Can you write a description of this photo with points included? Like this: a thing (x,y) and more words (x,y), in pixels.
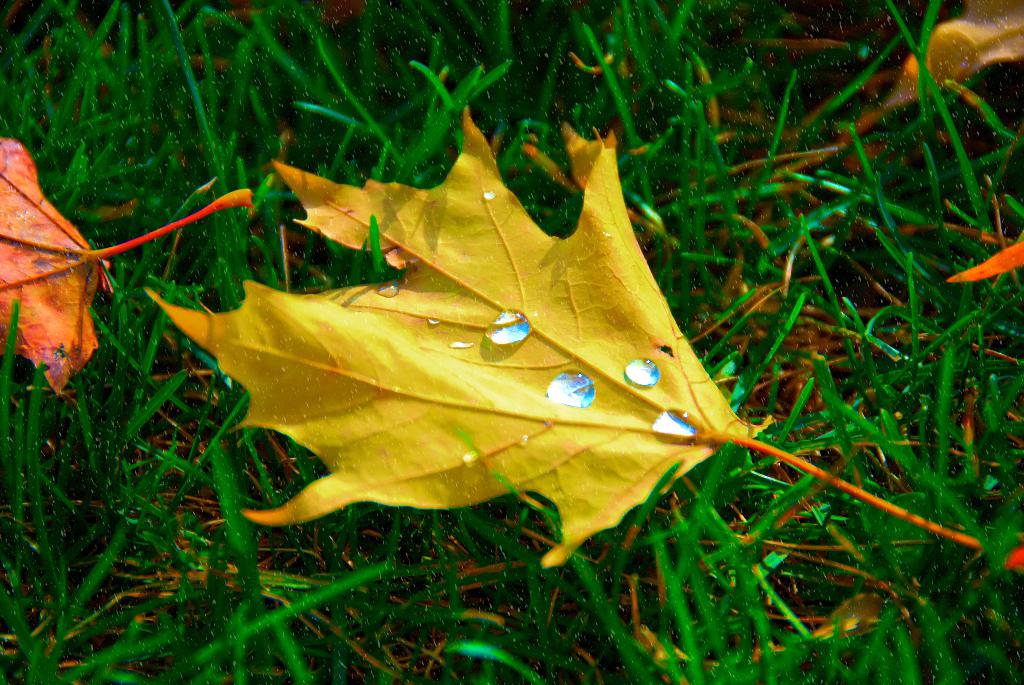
In this picture there are leaves (633,344) on the grass (916,402) and there are water droplets (580,401) on the yellow color leaf (552,357).
